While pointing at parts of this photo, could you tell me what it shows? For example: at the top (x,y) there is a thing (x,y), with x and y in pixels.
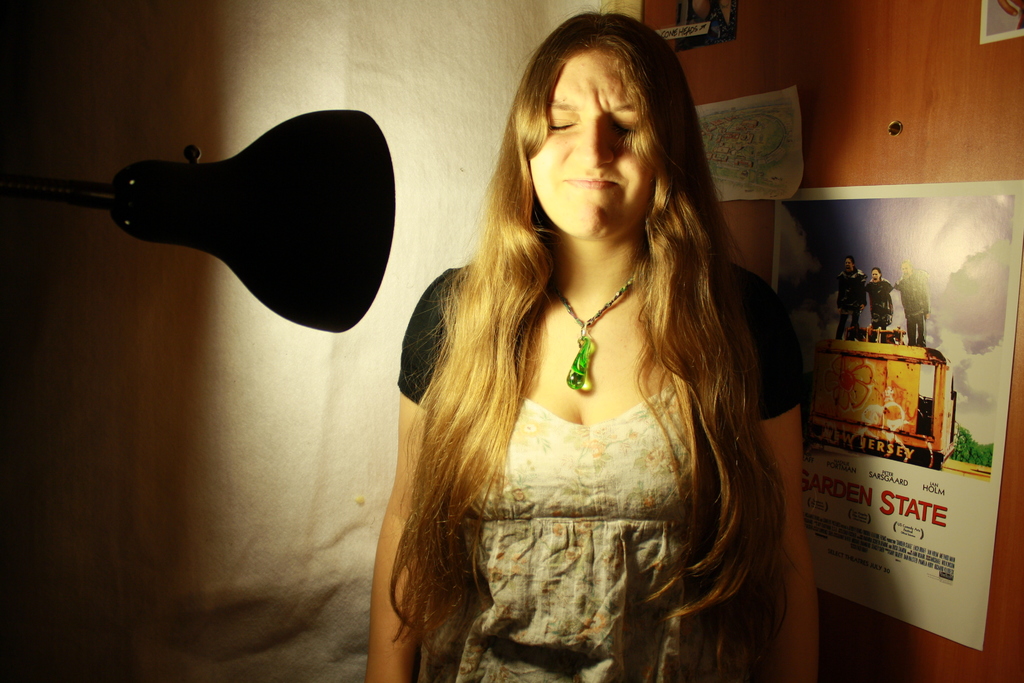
This is an inside view. Here I can see a woman (537,337) wearing white color dress (539,544), standing in front of the light (330,260). Beside her there is a wall (912,101) made up of wood (876,85) and I can see few papers (800,212) are attached to it. At the back of her I can see a white color wall (346,67).
